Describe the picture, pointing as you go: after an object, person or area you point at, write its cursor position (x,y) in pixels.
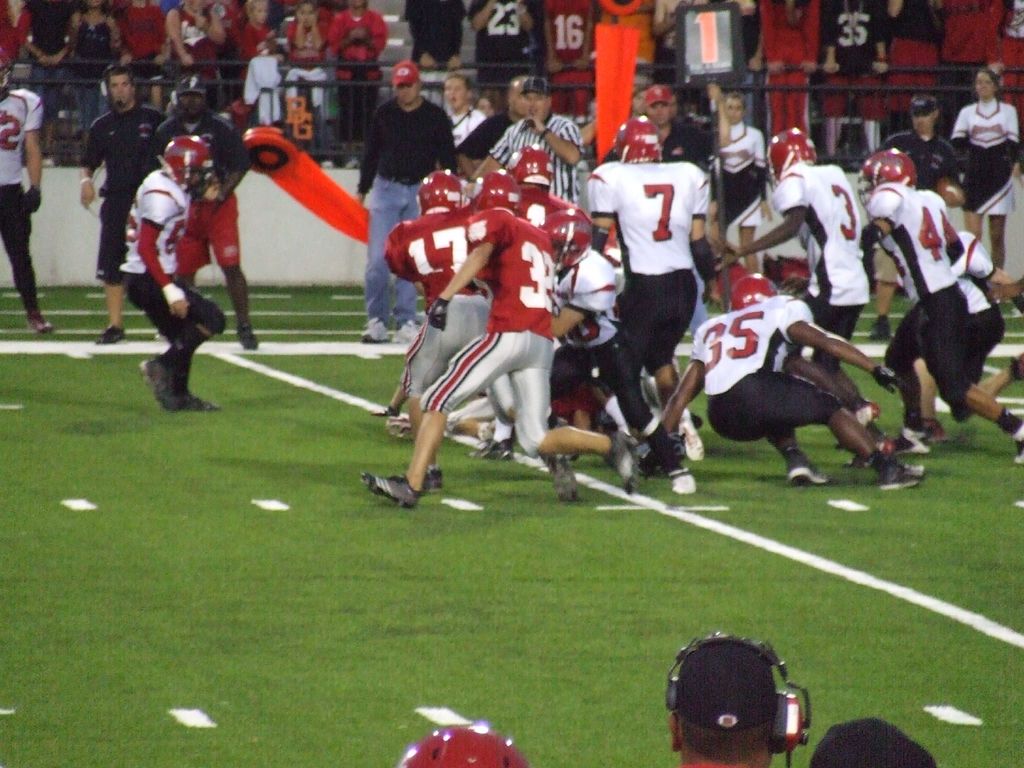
In this image I can see number of persons (460,294) wearing red and grey colored jersey (498,277) and few persons (651,233) wearing white and black colored jersey (654,252) are standing on the ground (702,495). In the background (314,8) I can see few other persons (402,147) standing, the black colored railing (308,62) and number of persons (348,34) standing and sitting in the stadium (279,30).
